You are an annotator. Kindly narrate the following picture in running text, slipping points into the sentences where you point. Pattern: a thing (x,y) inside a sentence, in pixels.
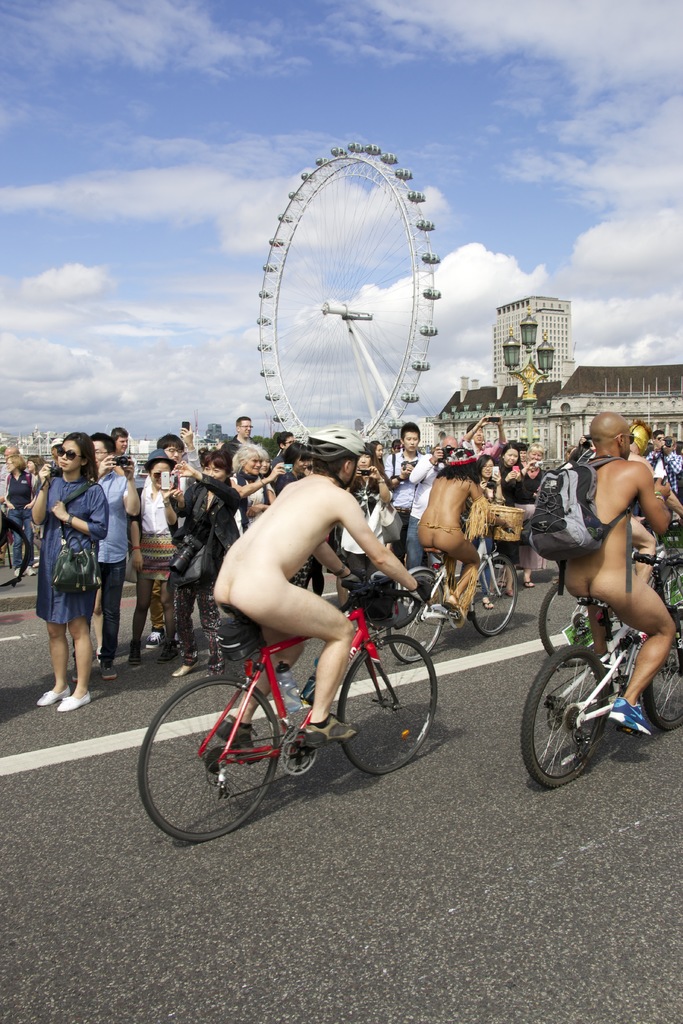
In this image I can see number of people (277,484) and few of them are cycling their cycles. Here I can see one person (585,567) is carrying a bag (582,481). In the background (499,398) I can see a building (518,425), a giant wheel (345,158) and clear view of sky (167,102).
